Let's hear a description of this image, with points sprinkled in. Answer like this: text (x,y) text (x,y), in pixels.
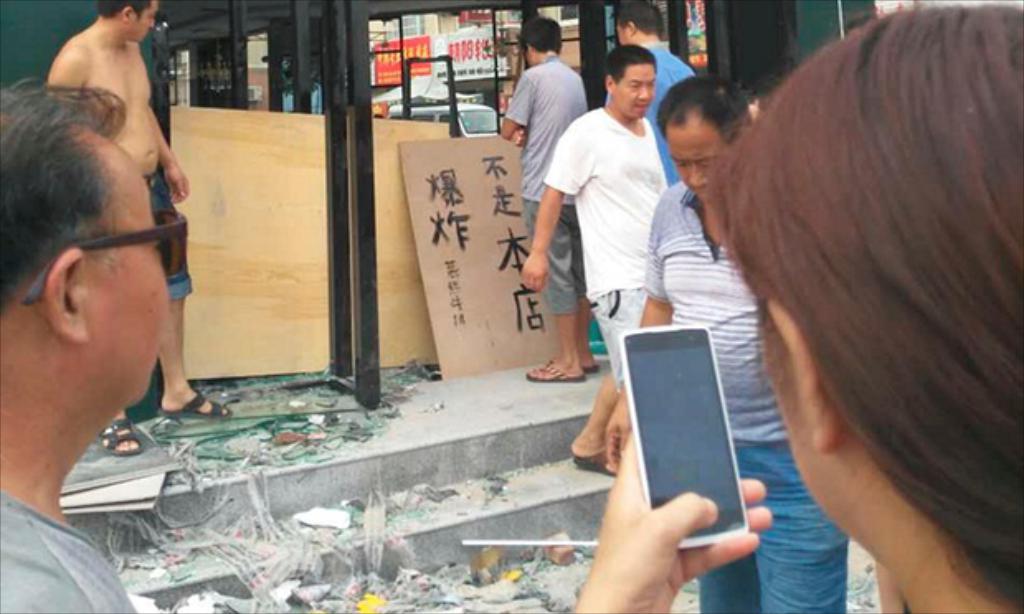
This image is taken outdoors. At the bottom of the image (440,549) there are a few stairs (440,519). There are many objects (545,595) on the stairs (457,480). On the right side of the image (845,459) a person (877,330) is holding a mobile phone (652,487) in the hand (706,513) and two men (679,218) are walking and two men (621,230) are standing on the floor (551,388). On the left side of the image (134,235) two men (140,268) are standing. In the background (385,124) there are two wooden boards (435,255) and there is a text (466,240) on the board (475,224). There is a building (500,16) and there are two boards (471,51) with text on them. There is a vehicle (473,115) and there is a tent (446,88).
